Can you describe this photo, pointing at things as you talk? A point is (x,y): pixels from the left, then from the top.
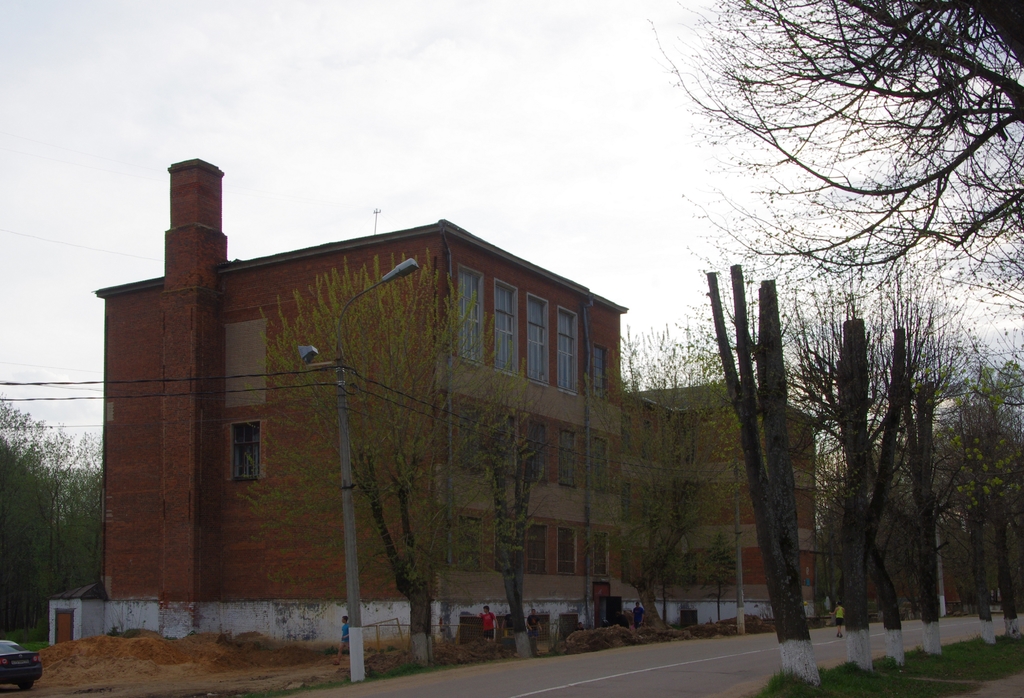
In this image there is a road (629,667) at the bottom (578,673). Beside the road (539,678) there are trees (901,405) on either side of it. In the background (478,385) there are buildings (492,374) one beside the other. On the left side (18,660) bottom there is a car (32,656) parked beside the building (74,627). There is a light pole (346,472) in the middle (346,465) to which there are wires (319,385).
